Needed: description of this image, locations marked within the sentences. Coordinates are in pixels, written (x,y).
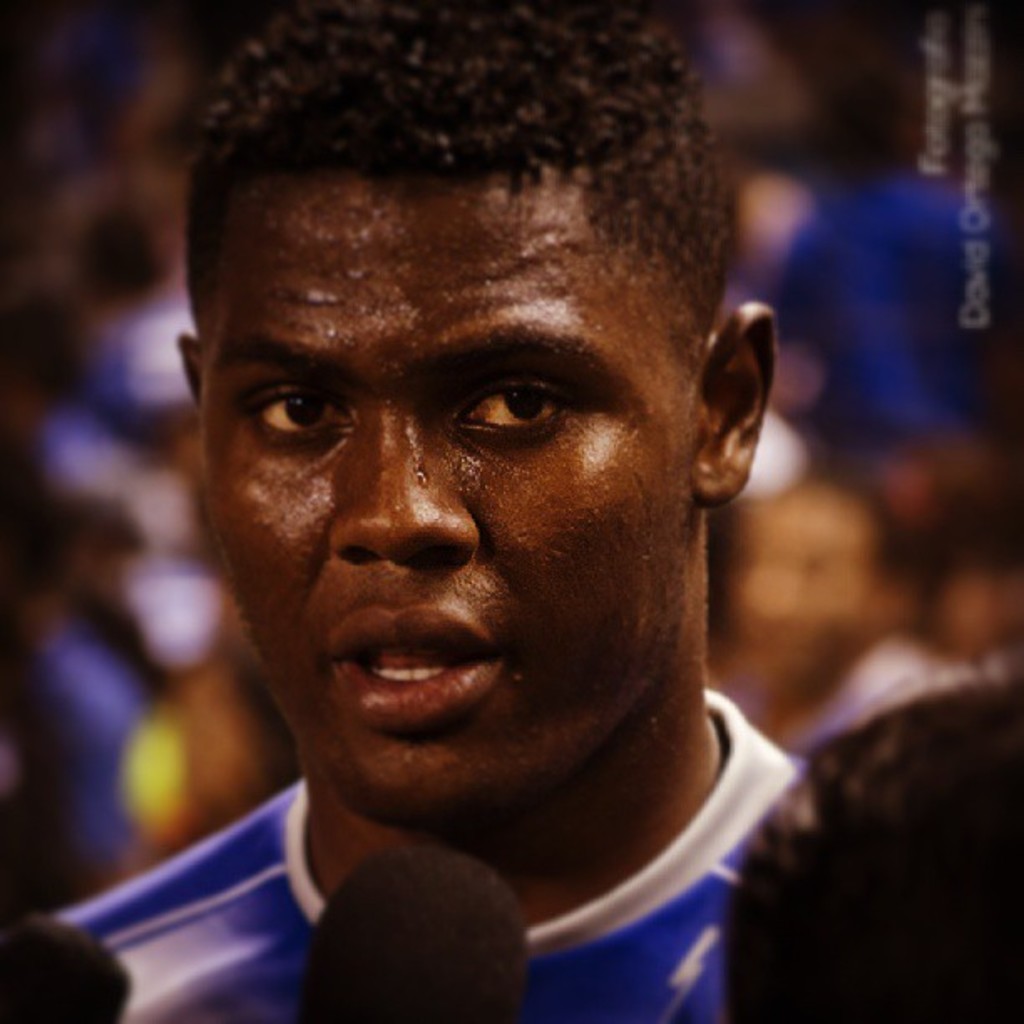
In this picture we can see few people (609,541) and blurry background (991,207), in the top right hand corner (959,87) we can see some text (979,54).
